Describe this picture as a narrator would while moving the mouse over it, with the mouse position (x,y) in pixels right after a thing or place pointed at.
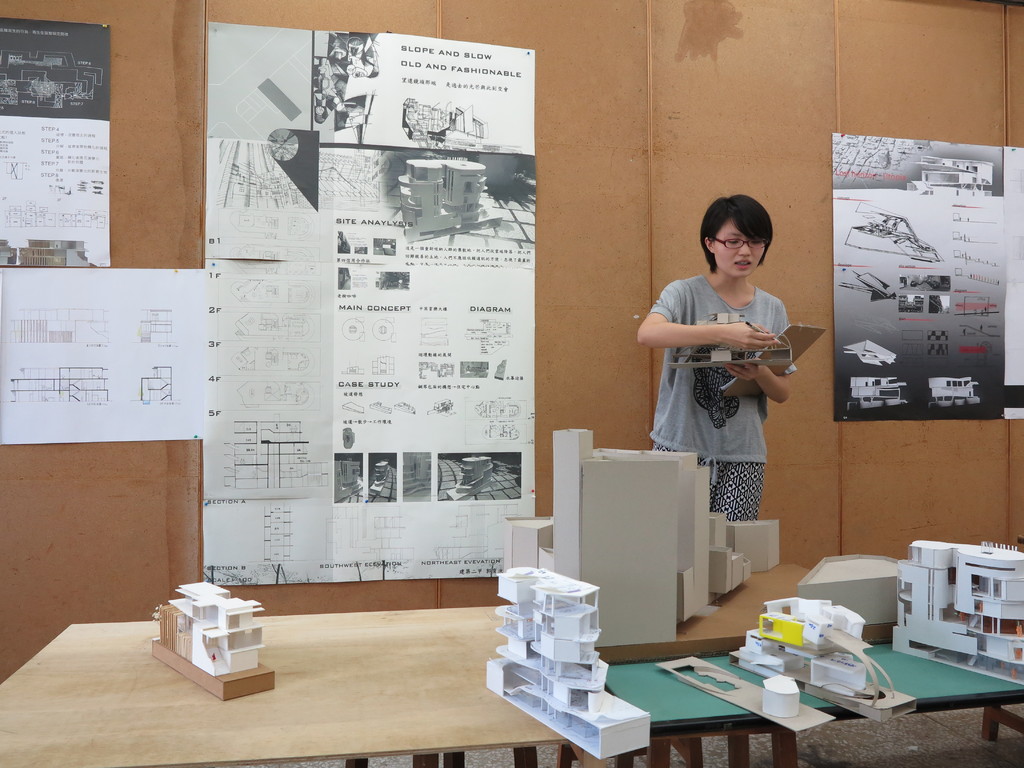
In the image we can see there is a person (747,487) who is standing and holding a pad (791,343) and a pen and at the back (202,371) on the wall (395,14) there are papers (519,287) which are pasted as posters (276,366) and on the table (149,673) there are toy materials (973,611) and a building materials (954,644).
